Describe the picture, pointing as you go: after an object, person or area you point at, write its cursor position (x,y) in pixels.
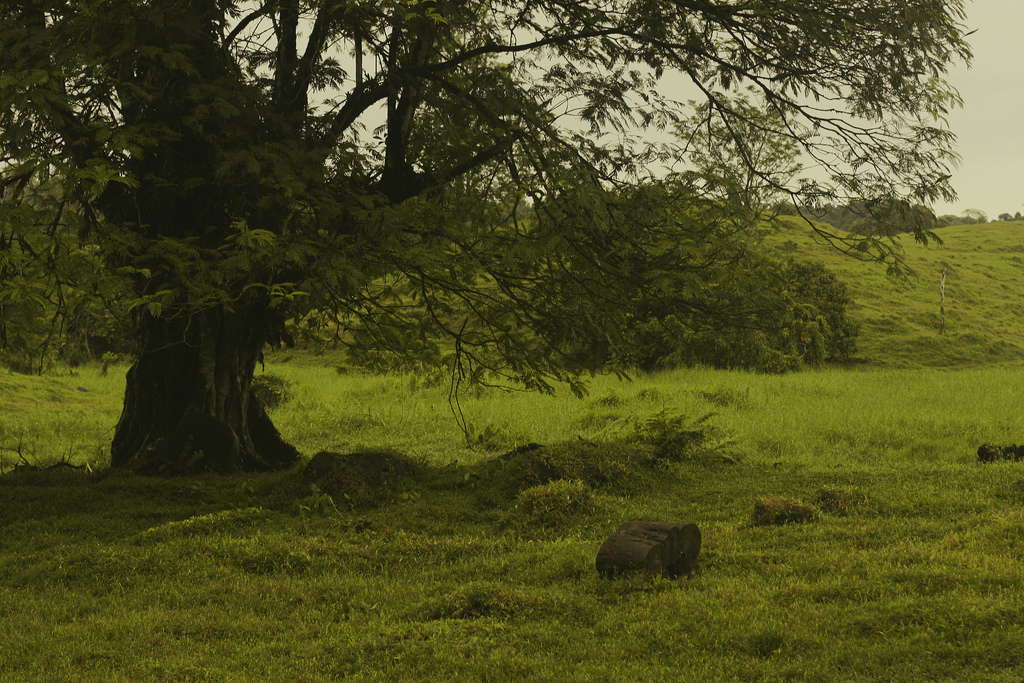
In the picture we can see a grass surface (756,544) on it, we can see some rocks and a tree (158,442) and in the background (649,332) also we can see a tree (825,220) and sky (630,177).
